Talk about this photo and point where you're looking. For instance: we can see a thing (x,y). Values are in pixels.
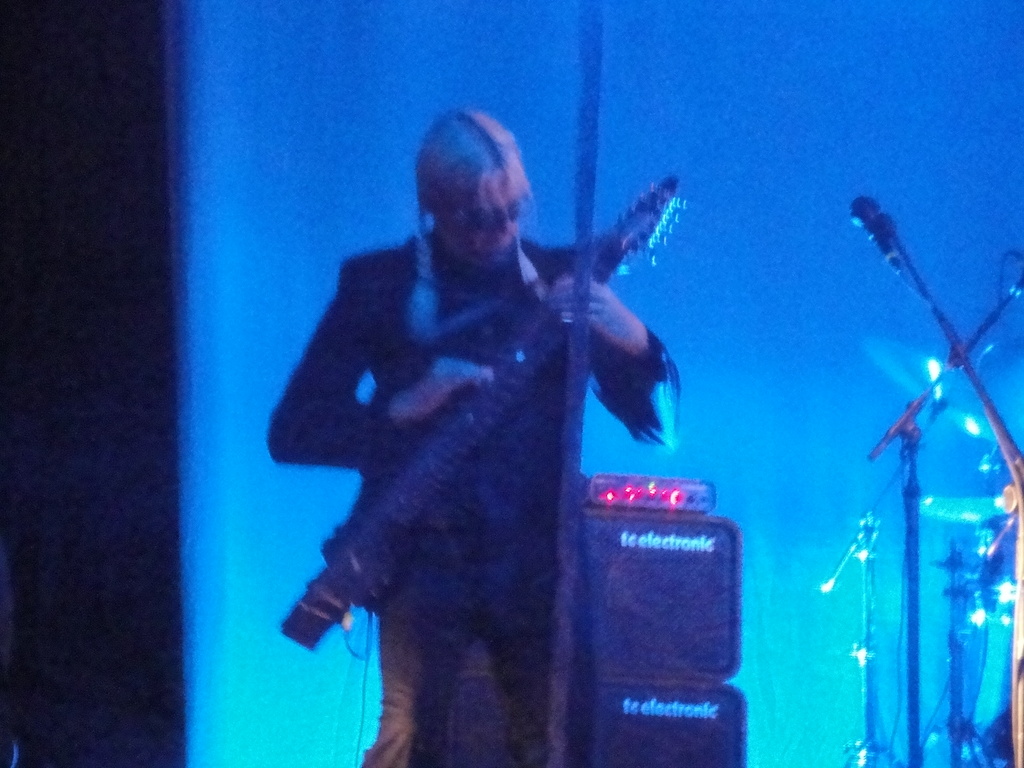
This image is taken in a concert. In this image the background (213,623) is a little blurred. There is a blue colored background (269,582). On the right side of the image (993,535) there are a few musical instruments (978,511) and there are two mics (898,266). In the middle of the image (442,390) a man (450,224) is standing and he is holding a musical instrument (430,447) in his hands (576,314) and there are two speaker boxes (686,639).
